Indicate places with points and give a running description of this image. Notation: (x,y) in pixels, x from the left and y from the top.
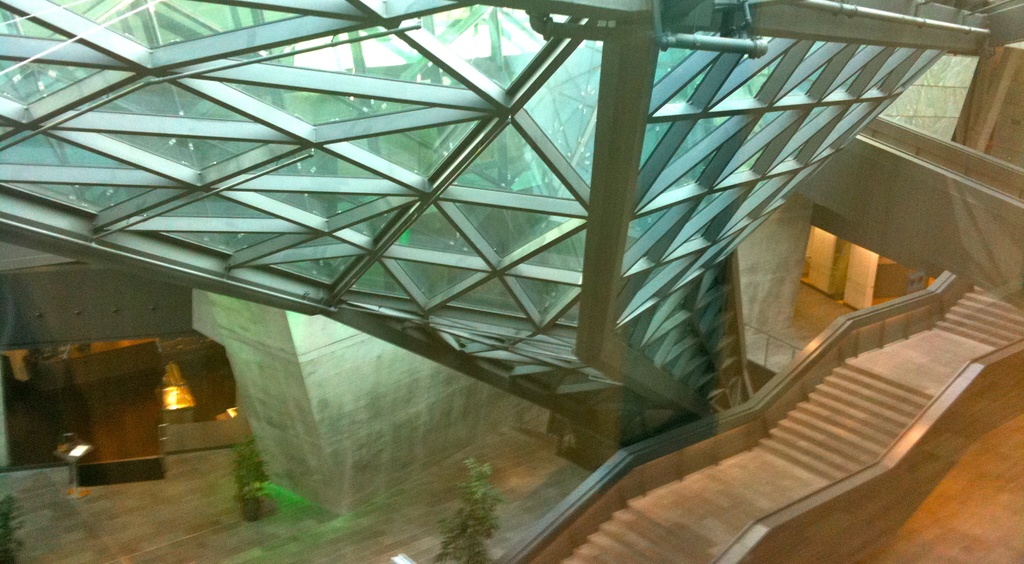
In this image we can see some stairs (697,522), glass surface (427,176) and on left side of the image (157,472) there are some plants (466,543), tables (200,433) and some lights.
